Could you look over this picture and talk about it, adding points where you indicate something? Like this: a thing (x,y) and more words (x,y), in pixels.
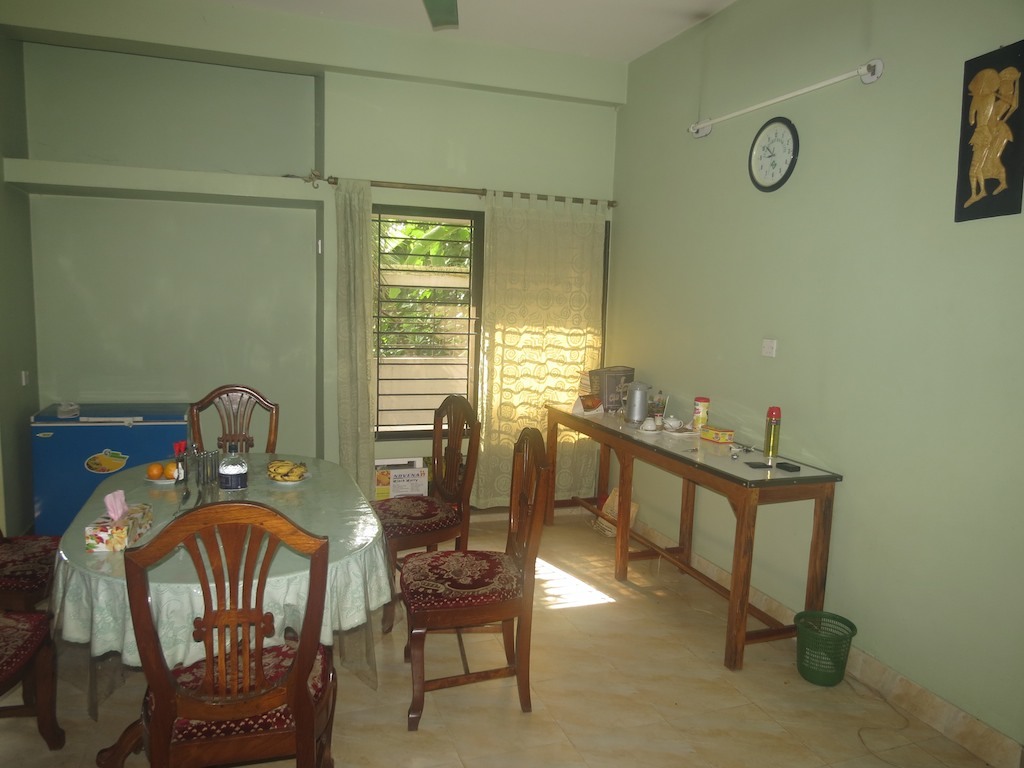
In this image we can see wooden chairs (267,449), a table (340,471) on which we can see some objects (274,464) are kept, we can see dustbin (850,643), another table (690,485), blue color object (87,460), tube light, photo frame (1023,119), clock (763,167), curtains (344,334) and the glass windows (464,316) in the background (481,220) through which we can see the trees (431,332). Here we can see the ceiling fan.
